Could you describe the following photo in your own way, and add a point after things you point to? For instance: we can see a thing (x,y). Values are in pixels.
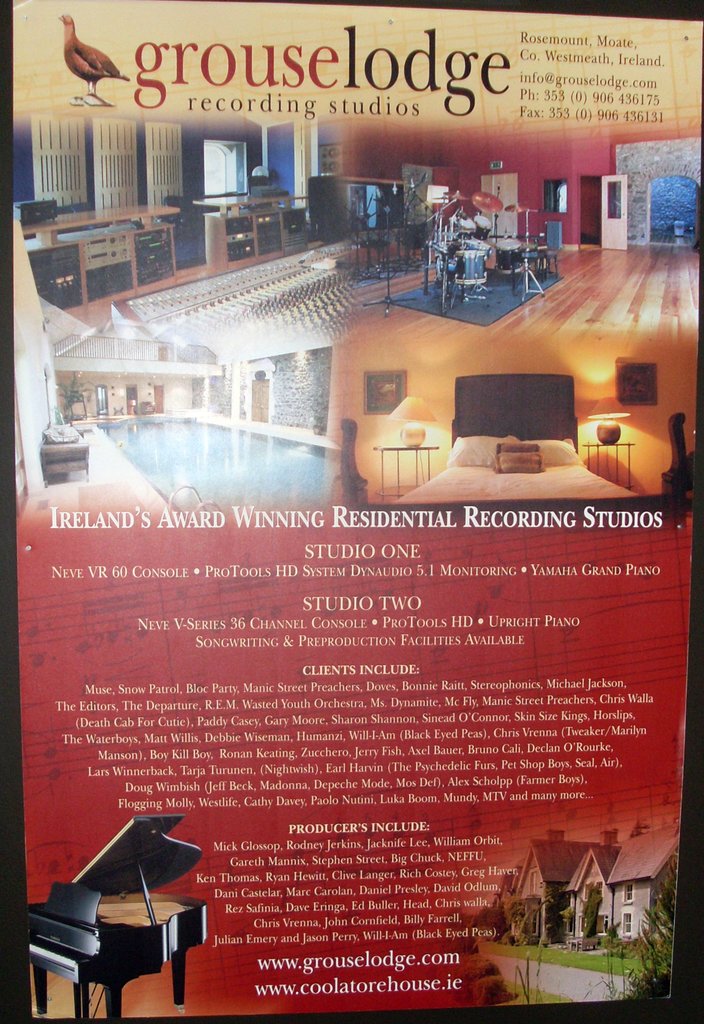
In the image there is a poster (489,837) with few images (525,408) of house (603,843), swimming pool (184,444), studio (265,187) and musical instruments (517,254). And also there is an image (85,74) of a bird (86,65). And there is something written on it.
